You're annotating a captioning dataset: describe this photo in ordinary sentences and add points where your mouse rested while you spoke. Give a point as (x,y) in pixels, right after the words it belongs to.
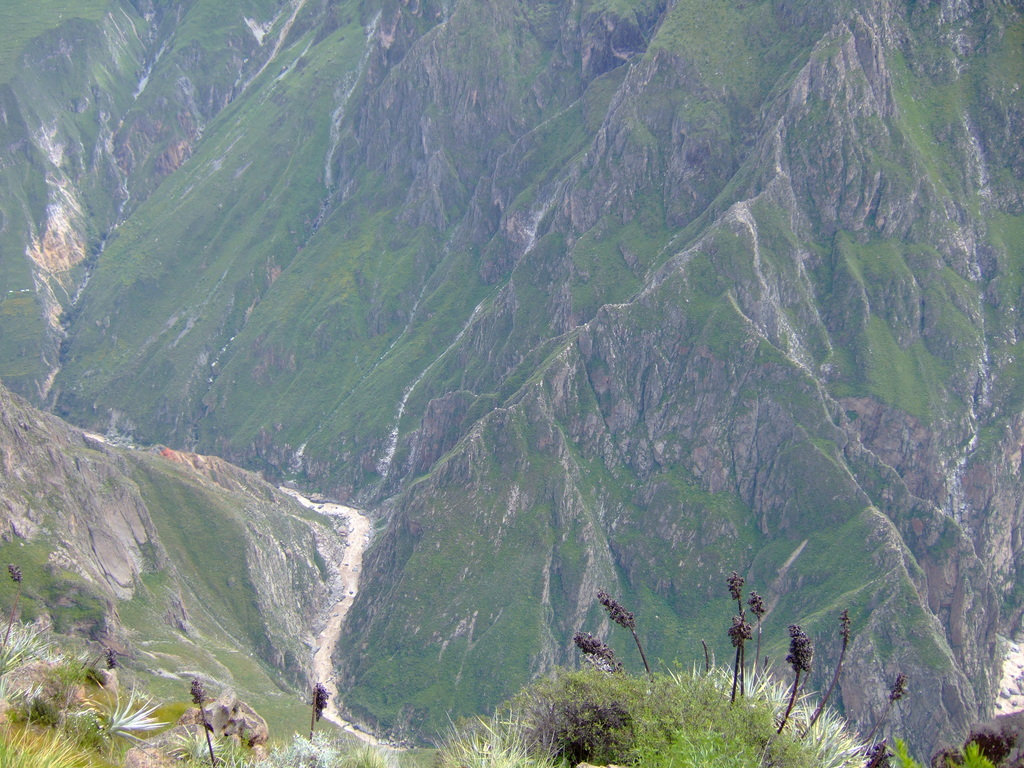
In this image I can see the plants (698,698). In the background (615,323), I can see the hills (580,380) covered with the trees (718,543).
